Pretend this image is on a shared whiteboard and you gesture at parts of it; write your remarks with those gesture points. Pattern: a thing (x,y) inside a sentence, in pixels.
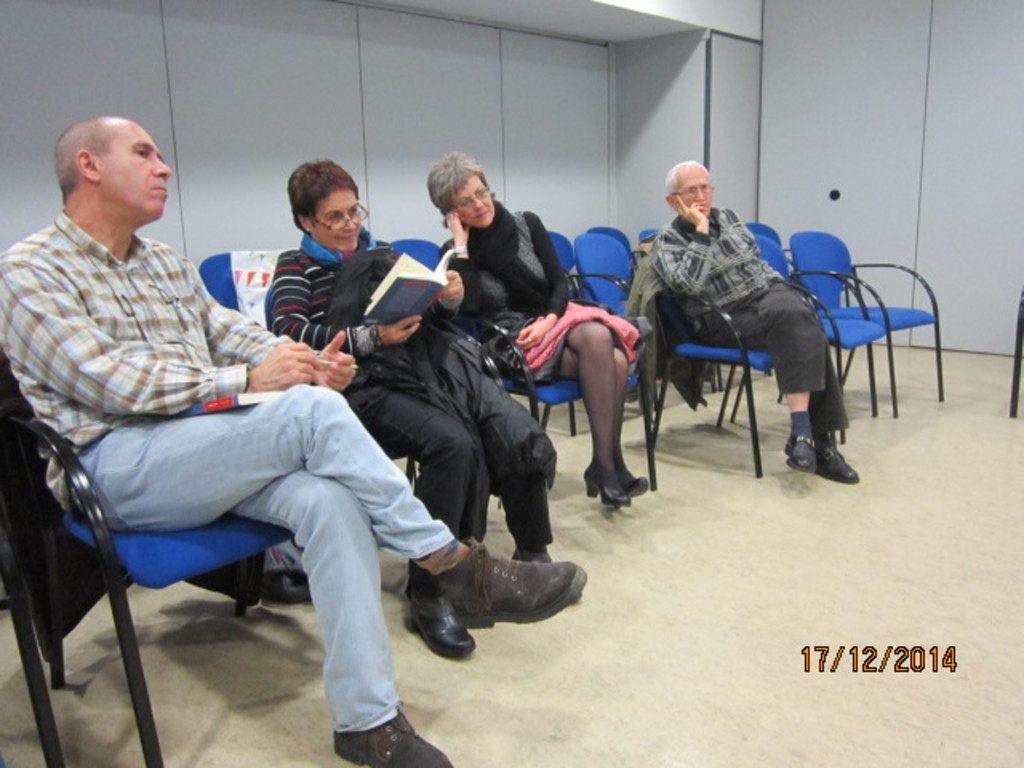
This image is taken inside a room (855,352). There are four people (79,241) in this image. In the right side of the image (854,240) there are few empty chairs (841,295) and a cupboard (877,204). In the left side of the image (338,612) there is a man (167,517) sitting on a chair (205,551). At the bottom of the image (223,598) there is a floor (89,696) with mat (625,623). At the background (48,116) there is a wall (212,97). In the middle of the image (636,489) two women (292,186) are sitting on the chairs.
